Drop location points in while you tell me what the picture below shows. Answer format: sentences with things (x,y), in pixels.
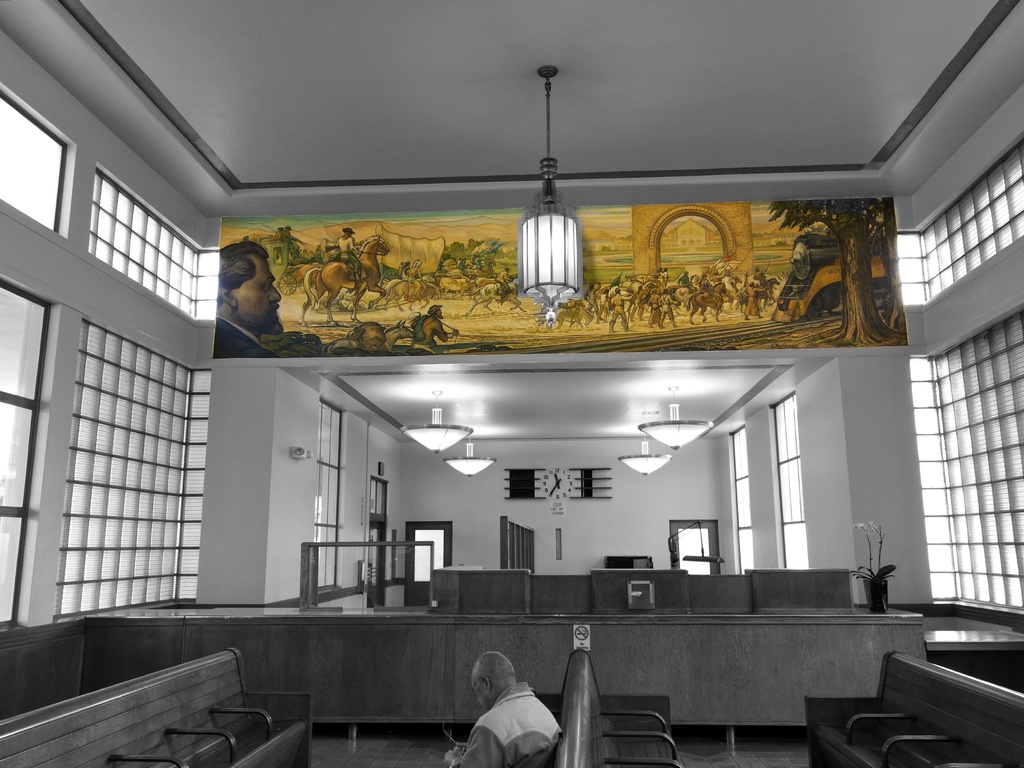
In this image in front (496,749) there is a person (520,721) sitting on the bench (615,716). Behind him there are benches (848,718). There is a table (625,608). On top of it there is a flower pot (884,603). On both right and left side of the image (22,356) there are glass windows (36,337). In the background of the image (692,536) there are doors (699,548). There is a clock (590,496) on the wall (610,508). On top of the image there are lights (677,431). In the center of the image (377,285) there is a painting (719,285) on the wall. At the bottom of the image (361,738) there is a floor (338,744).
